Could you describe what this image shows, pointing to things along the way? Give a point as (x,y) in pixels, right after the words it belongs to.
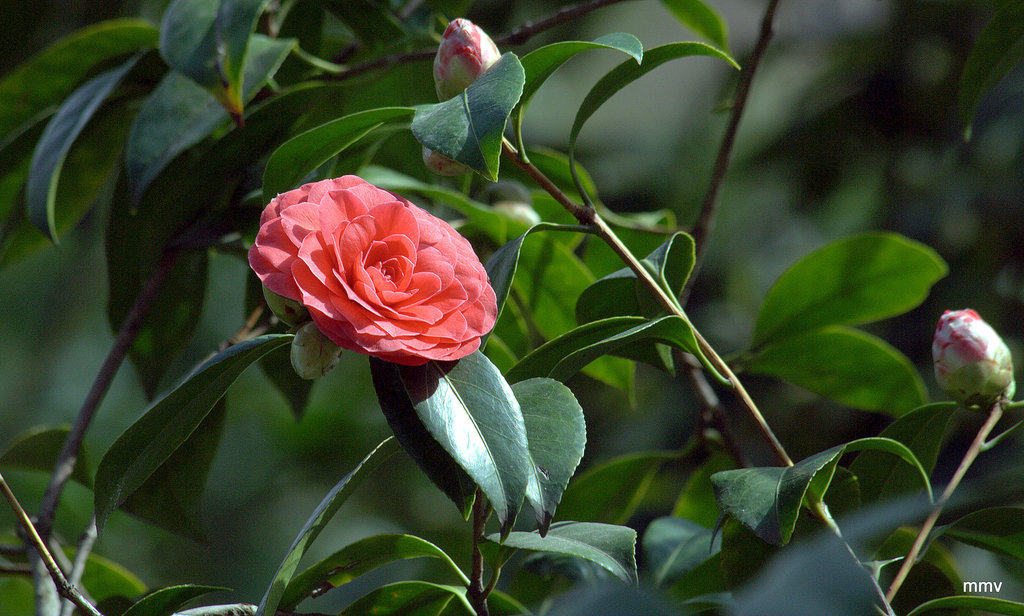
In the picture I can see flower plants (433,309). The flower (415,319) is red in color. The background of the image (530,188) is blurred. On the bottom right side of the image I can see a watermark (990,589).
